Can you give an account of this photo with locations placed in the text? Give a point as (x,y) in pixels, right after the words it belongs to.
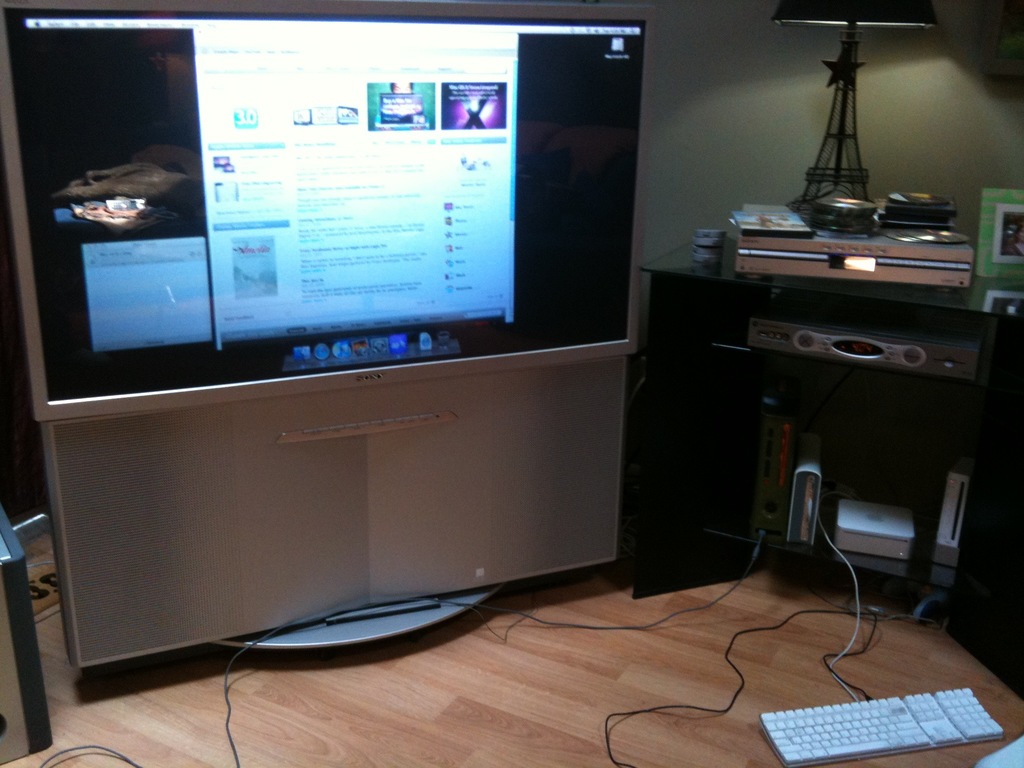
In this image we can see a monitor (341,192) on the left side (152,293), on the right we can see electronic objects (865,277), we can see a table (687,473) and lamp (853,65). And we can see keyboard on the floor (326,738).
